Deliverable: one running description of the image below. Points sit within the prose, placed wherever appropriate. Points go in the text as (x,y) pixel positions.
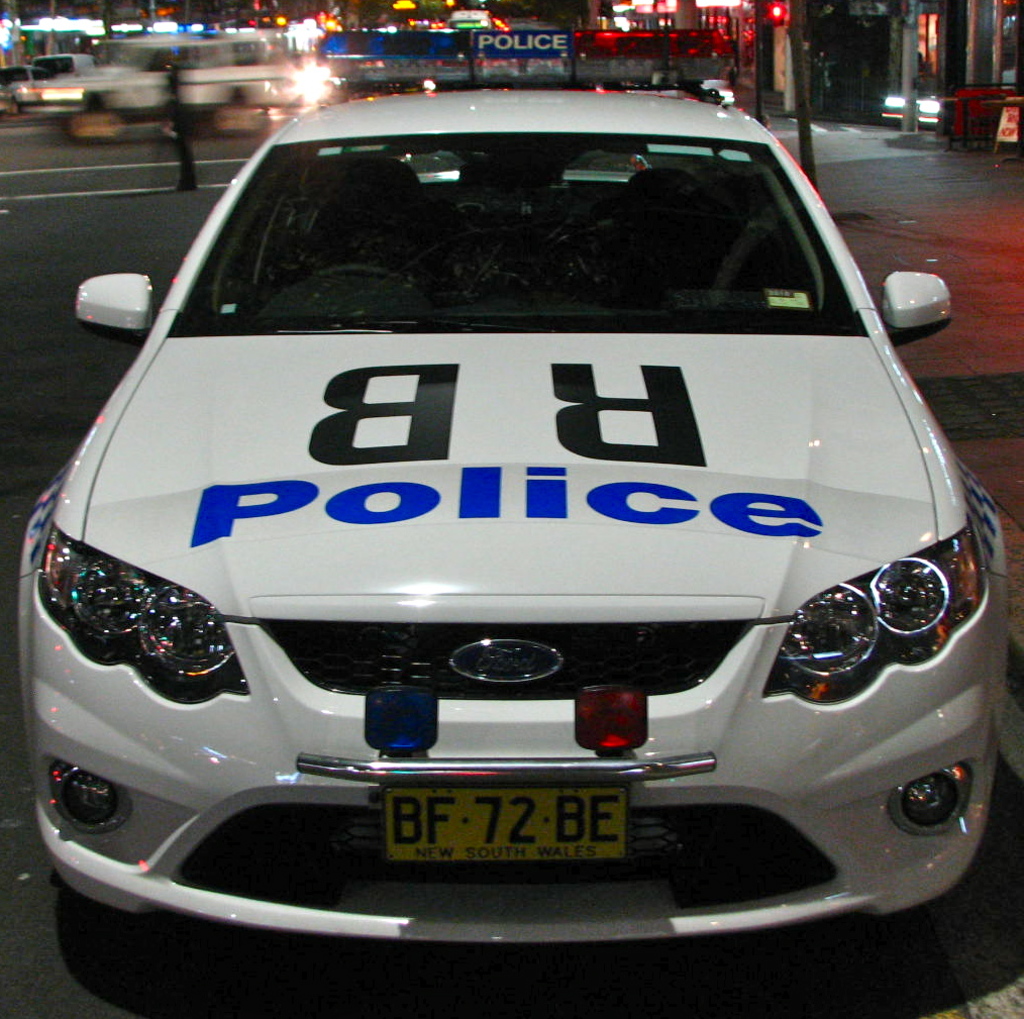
In this image I can see few vehicles (688,233) on the road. In front (825,418) the vehicle (478,394) is in white color, background (829,63) i can see few buildings (824,21) and I can also see few lights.
